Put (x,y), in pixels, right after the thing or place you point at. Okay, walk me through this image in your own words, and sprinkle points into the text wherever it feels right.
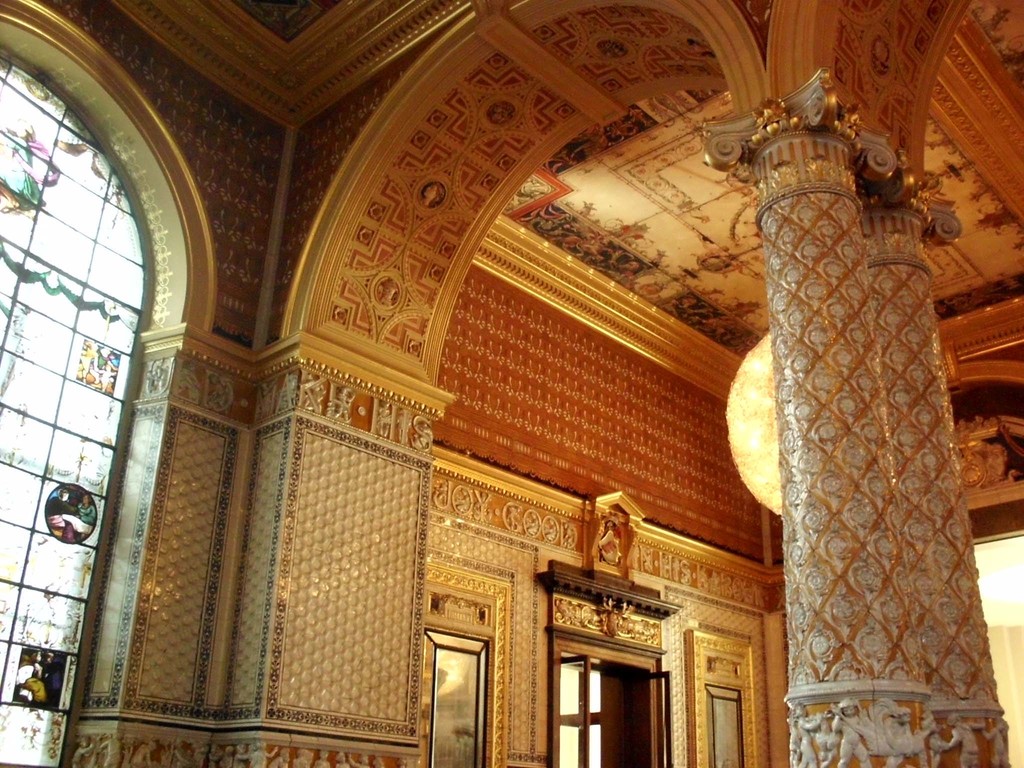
This picture is clicked inside the building (404,643). On the right corner of the picture (920,756), we see a pillar (932,420) and beside that, we see a door (568,655). On the left corner of the picture (109,407), we see a window (49,391) on which small photo frames (51,651) are placed and at the top of the picture (545,103), we see the ceiling (981,157) of that building (517,374).
